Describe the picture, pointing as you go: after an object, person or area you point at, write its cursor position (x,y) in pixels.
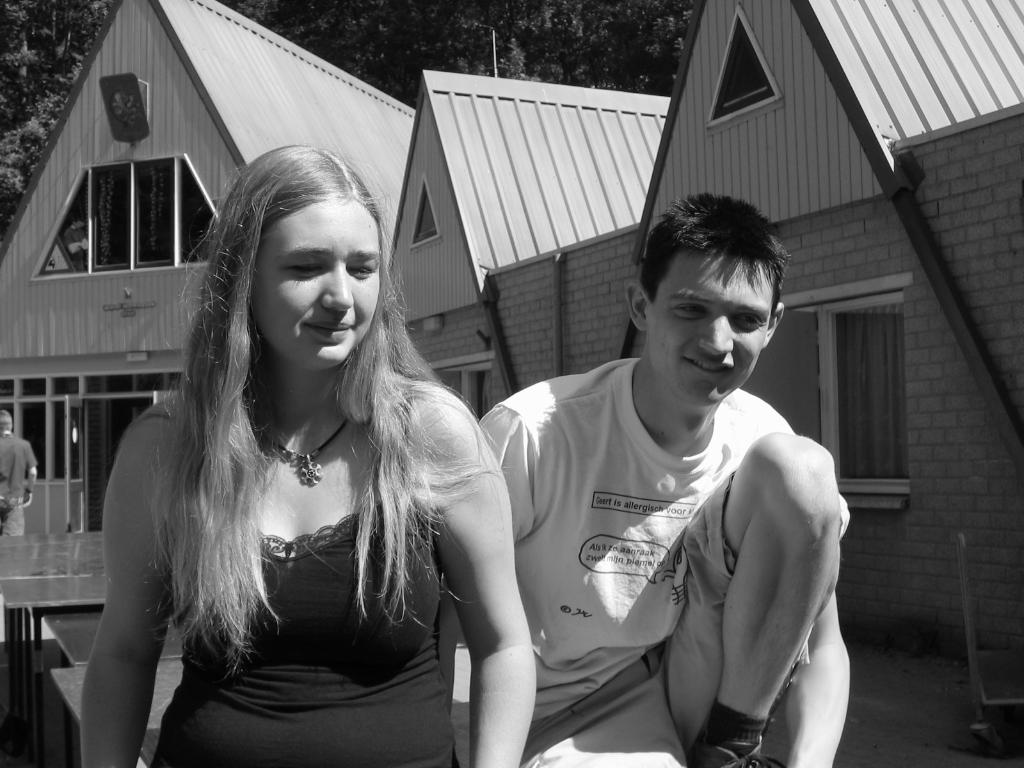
This picture is in black and white. Towards the left (334,695), there is a woman (238,553). Towards the right (729,335), there is a man (629,482) wearing a t shirt (583,470). Behind them, there are tables (48,540). In the background (63,144) there are buildings (435,77) and trees (475,50). Towards the left (18,515), there is a person (18,515).
